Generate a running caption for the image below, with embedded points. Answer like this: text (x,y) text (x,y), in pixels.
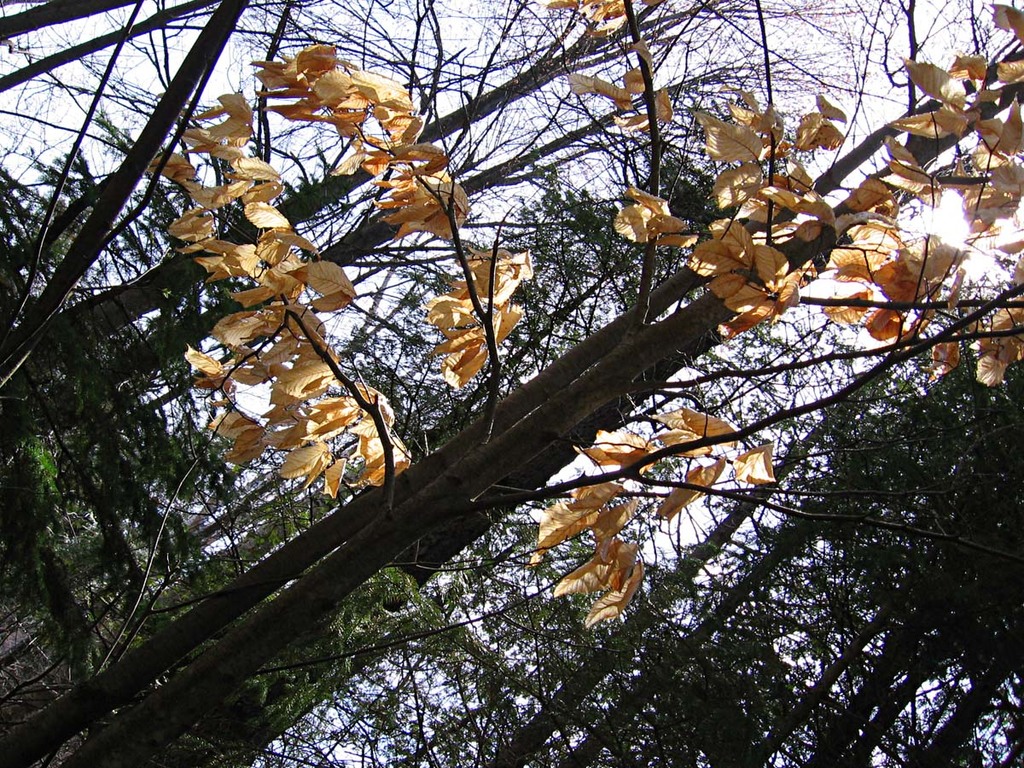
In the foreground of this image (331,406), there are leaves (781,300) to a tree (195,671). In the background (156,485) there are trees (105,190) and the sky (222,69).
